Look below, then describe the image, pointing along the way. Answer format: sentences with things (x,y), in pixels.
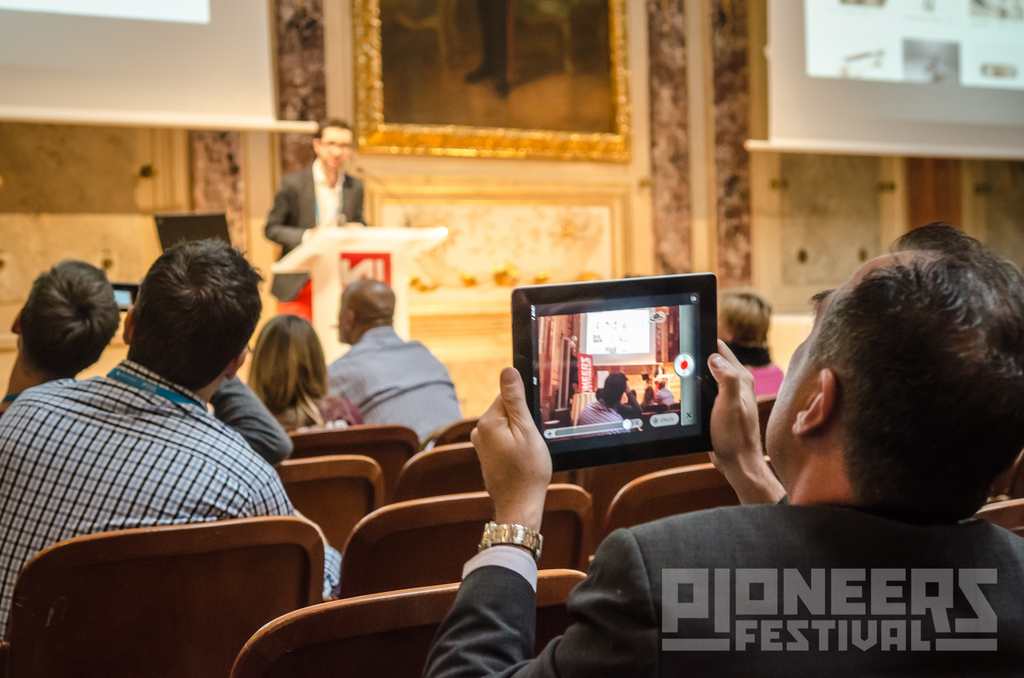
This is a picture of a man (891,505) sitting in the chair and taking the video in the i pad (530,302) and in the background (368,338) we have group of people (16,402) sitting in the chair (151,536) and a person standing near the podium (324,265) and we have a photo frame (628,146) to the wall (727,83) and a screen (814,96) to the wall (688,122).
